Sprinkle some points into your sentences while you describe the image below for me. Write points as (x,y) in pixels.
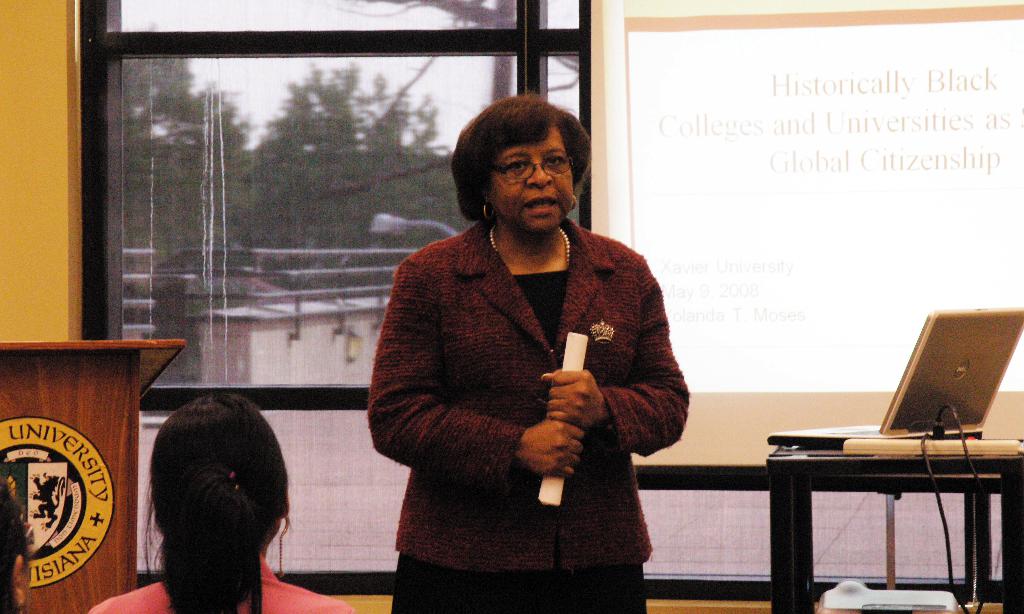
A woman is stand near the table (821,458). The few items (851,442) are placed on the table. Background (805,275), we can see screen (736,202) and glass window (331,224). Left side (91,408), we can see podium (72,393). At the bottom (201,572) a woman (217,575) is there. Left bottom corner, we can see Human ear (18,575).
